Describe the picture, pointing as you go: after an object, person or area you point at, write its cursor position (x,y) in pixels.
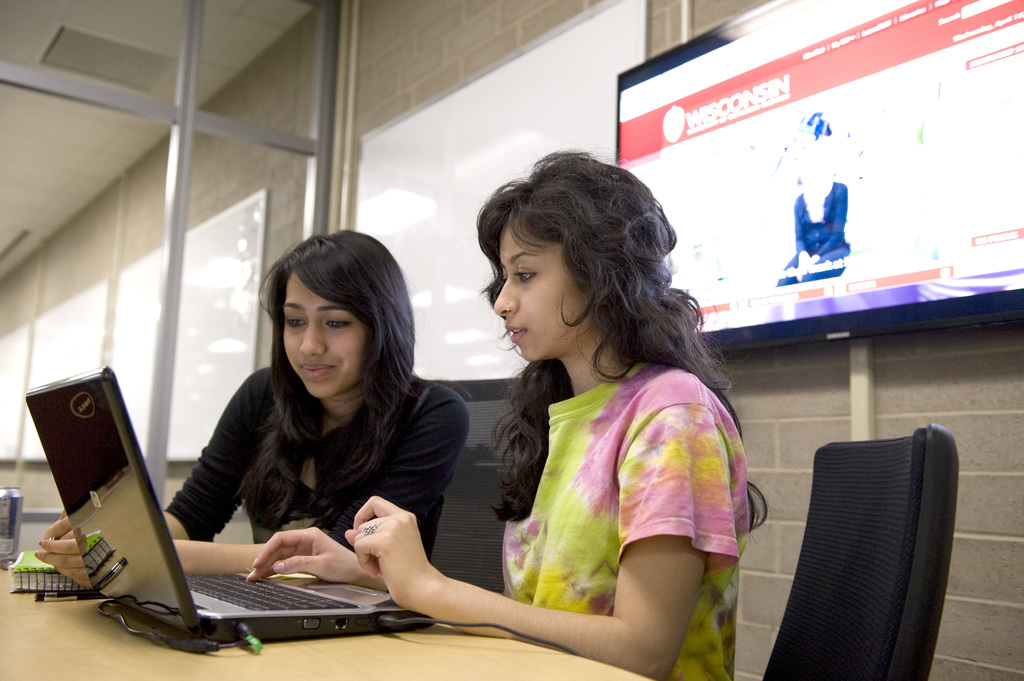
In the picture we can find two women (380,351) are sitting on the chairs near the table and they are finding something on the laptop screen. In the background (727,192) we can find a television (712,196) connected to the wall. And the windows (254,152), glasses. And one woman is wearing a black T-shirt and other is wearing a color T-shirt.
